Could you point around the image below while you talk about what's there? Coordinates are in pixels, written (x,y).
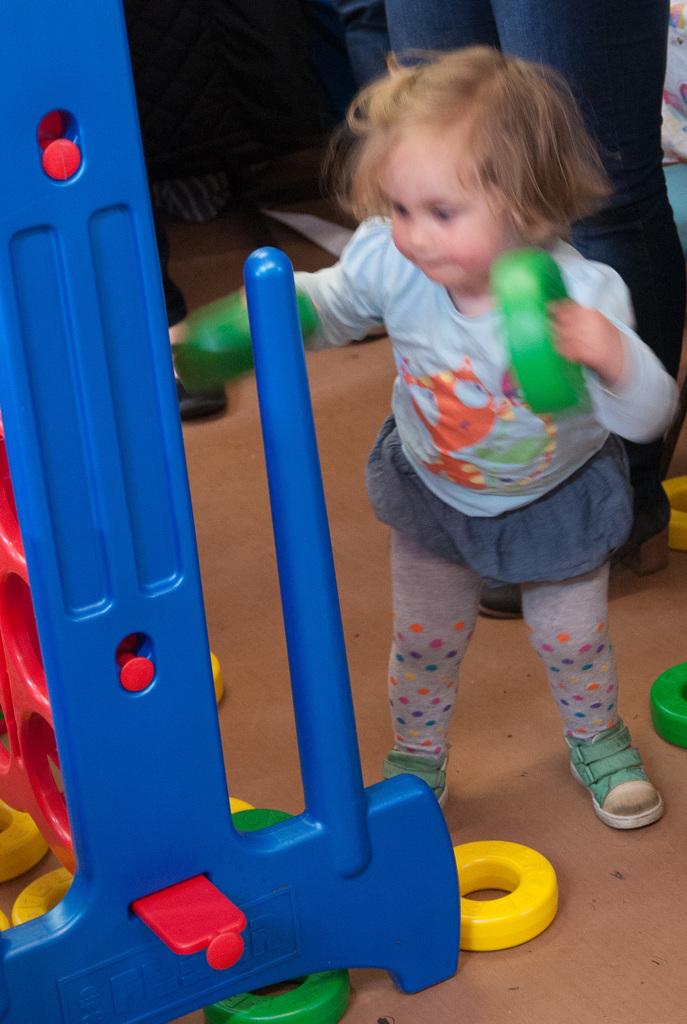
This image consists of a small girl (335,310) playing with rings (268,1013). To the left (58,666), there is a stand (113,576) in blue color. In the background (515,11), there are many people (581,60).
